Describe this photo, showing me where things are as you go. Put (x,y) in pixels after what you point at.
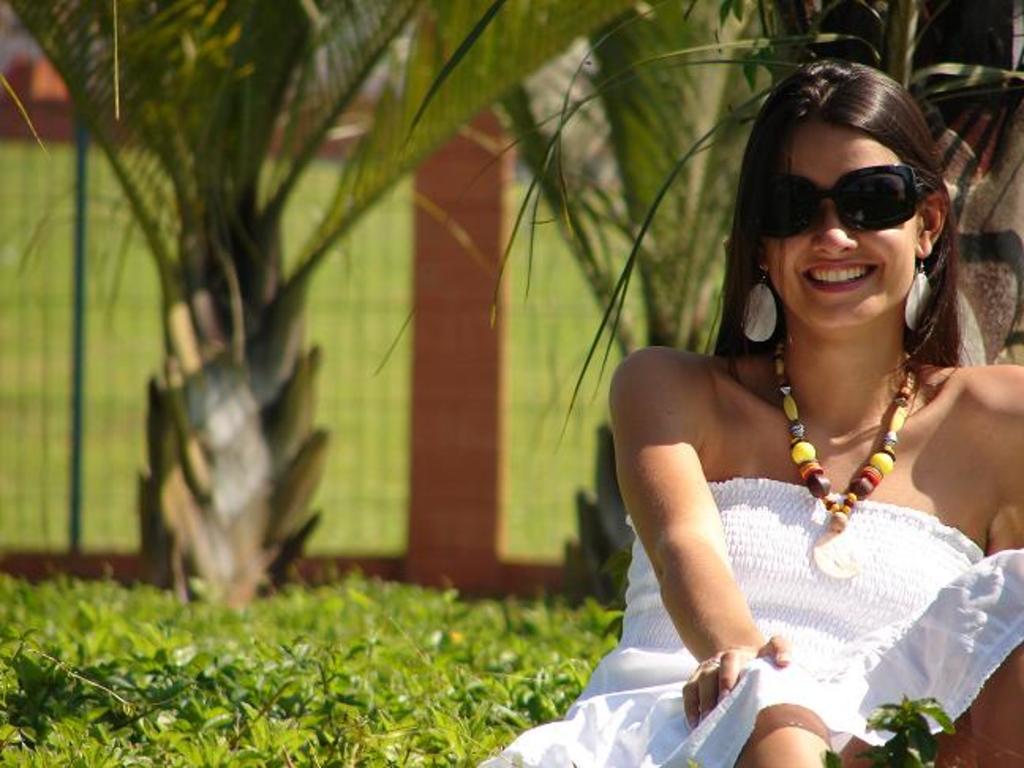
In this image there is a woman (717,555) sitting on the ground (609,640). She is wearing spectacles (835,198) and she is smiling. There is grass (312,615) on the ground (288,612). Behind her there are trees (421,159). In the background (482,314) there is a fence (492,294).
